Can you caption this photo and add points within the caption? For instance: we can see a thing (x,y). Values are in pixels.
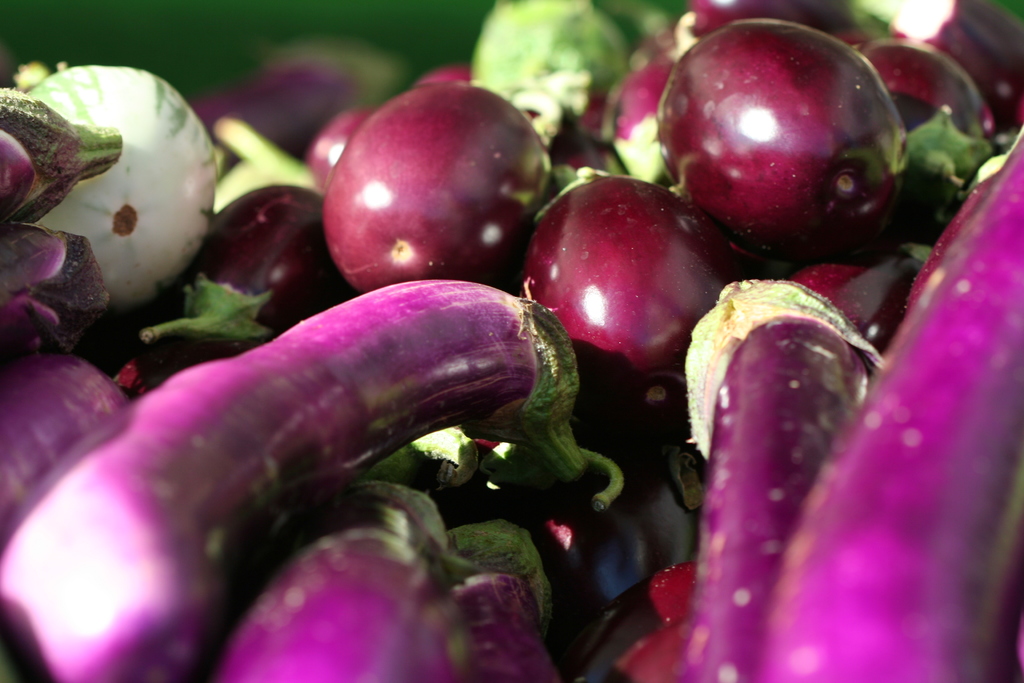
In this image there are a few aubergines (262,378).
